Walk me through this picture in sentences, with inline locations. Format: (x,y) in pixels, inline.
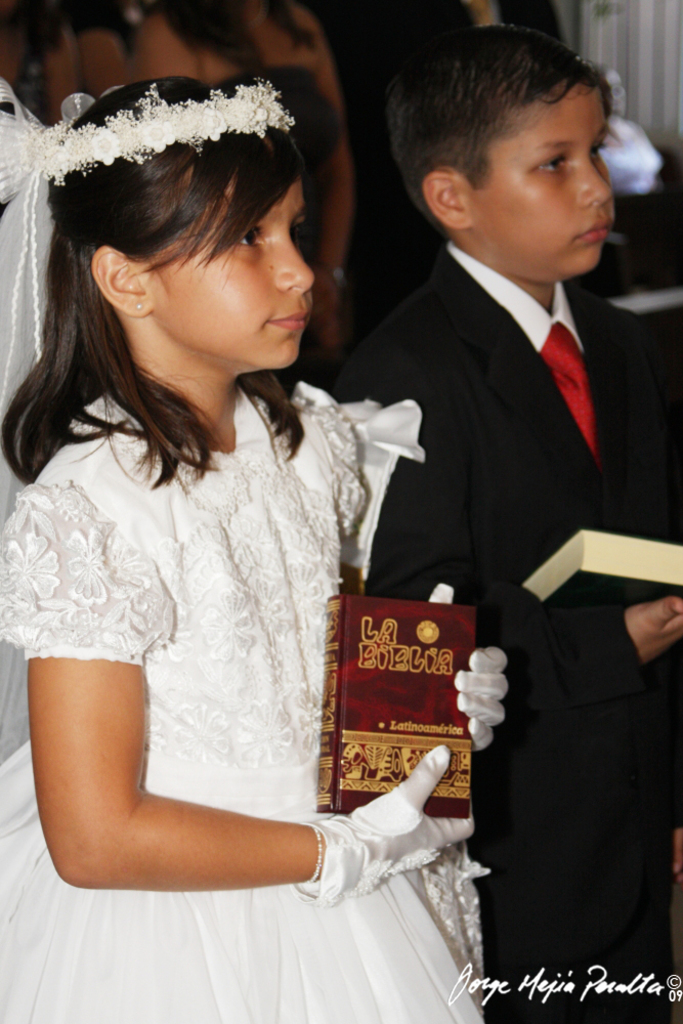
In this picture we can observe two children (399,477). We can observe a girl (258,626) wearing white color dress (358,996) and holding a book (407,696) in her hands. There is a boy (553,699) wearing a coat (493,570) and holding a book (610,576) in his hands (629,612). We can observe white color text (525,986) on the right side (550,981). The background (350,98) is completely blurred.
